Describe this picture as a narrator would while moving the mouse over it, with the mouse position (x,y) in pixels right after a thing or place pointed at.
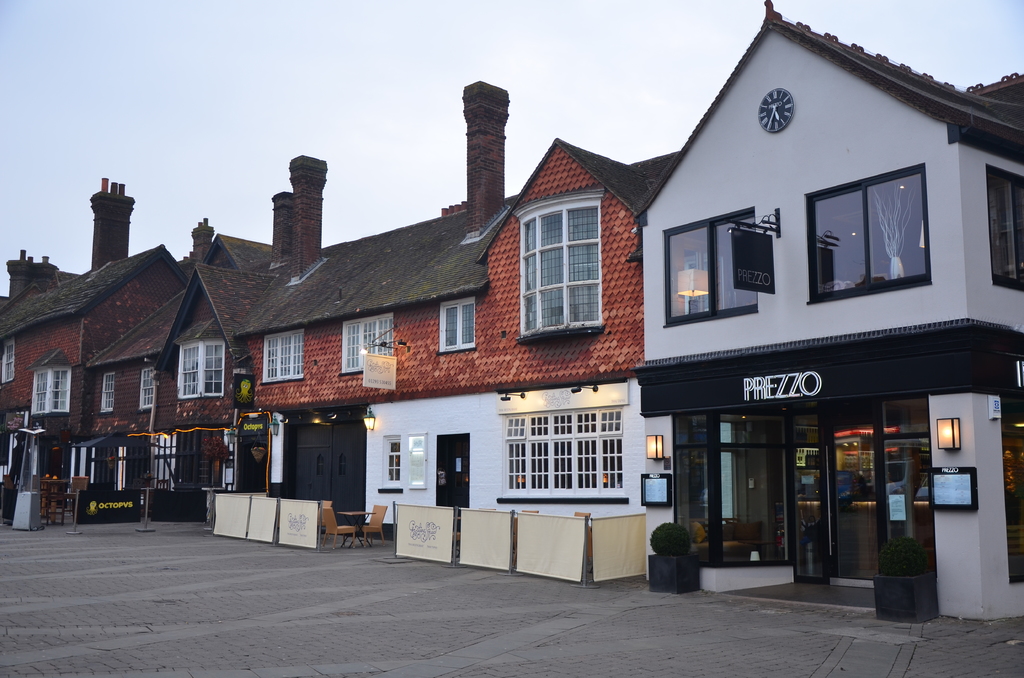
In this image we can see buildings (503,430), stores (570,436), name boards (302,528), electric lights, chairs (325,532), tables (364,514), house plants (904,553) and sky (371,78).
